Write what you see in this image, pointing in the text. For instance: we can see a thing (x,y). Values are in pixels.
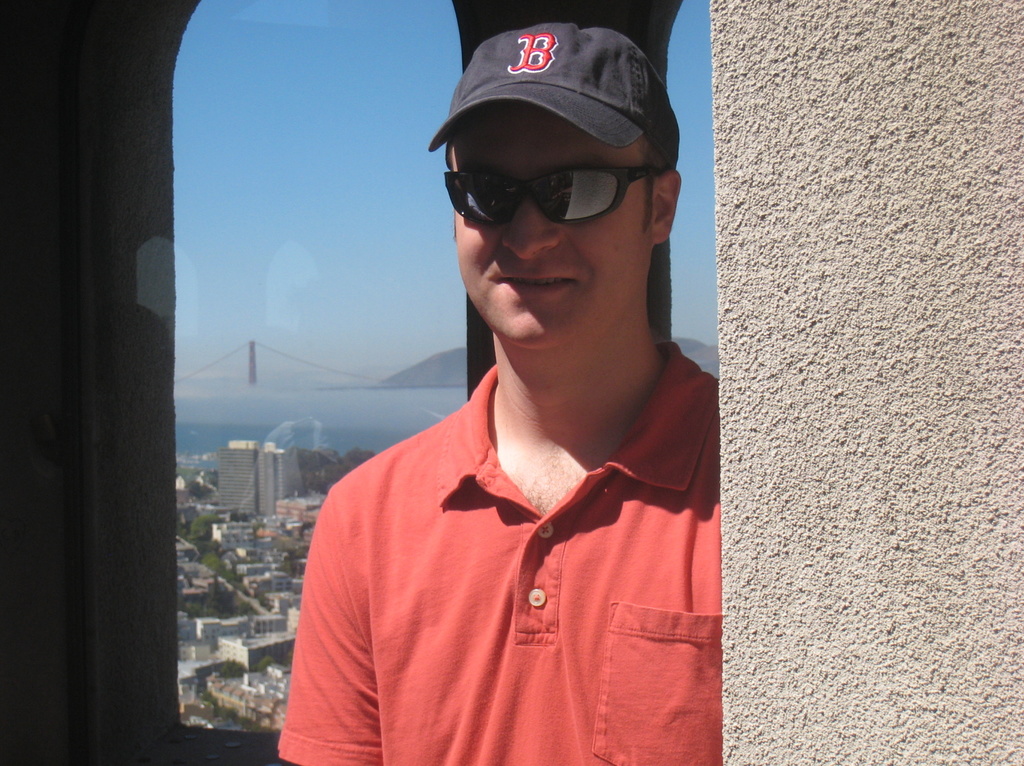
In this picture there is a person (623,658) wearing red T-shirt (535,671), goggles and a black cap (530,107) and there are few buildings (258,510) and trees (328,472) in the background (300,494).
